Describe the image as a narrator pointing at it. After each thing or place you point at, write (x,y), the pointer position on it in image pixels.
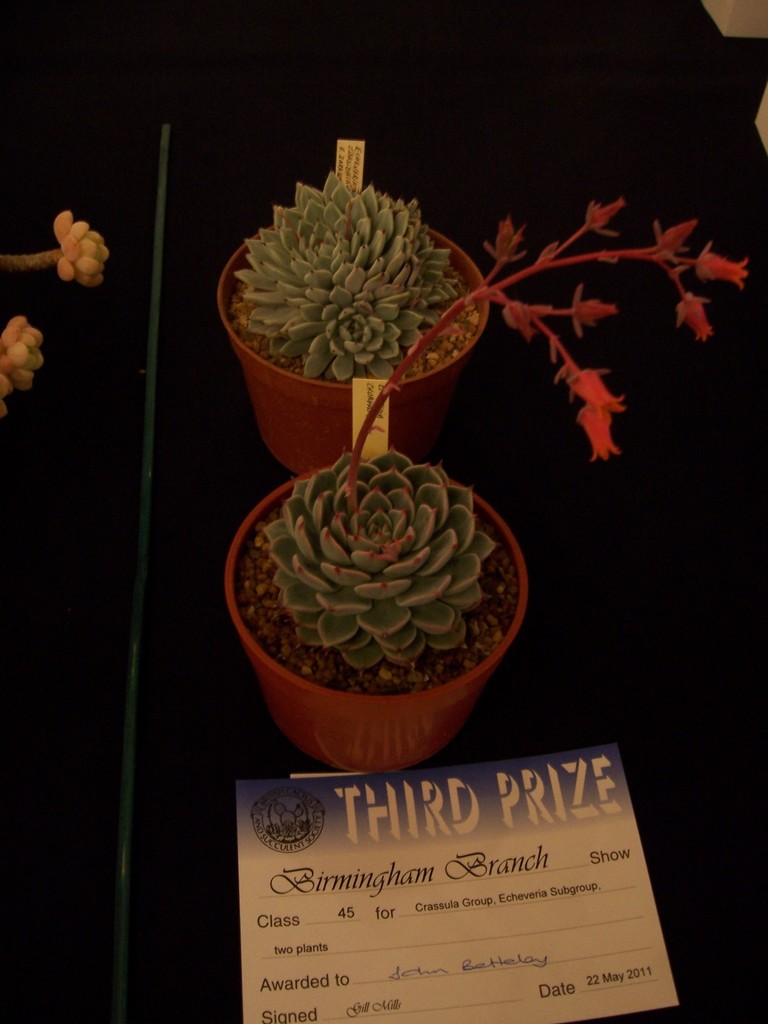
In this image we can see the potted plants (300,516), pole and a poster (360,947) with some text (325,888) and also we can see the background (131,204) is dark.
